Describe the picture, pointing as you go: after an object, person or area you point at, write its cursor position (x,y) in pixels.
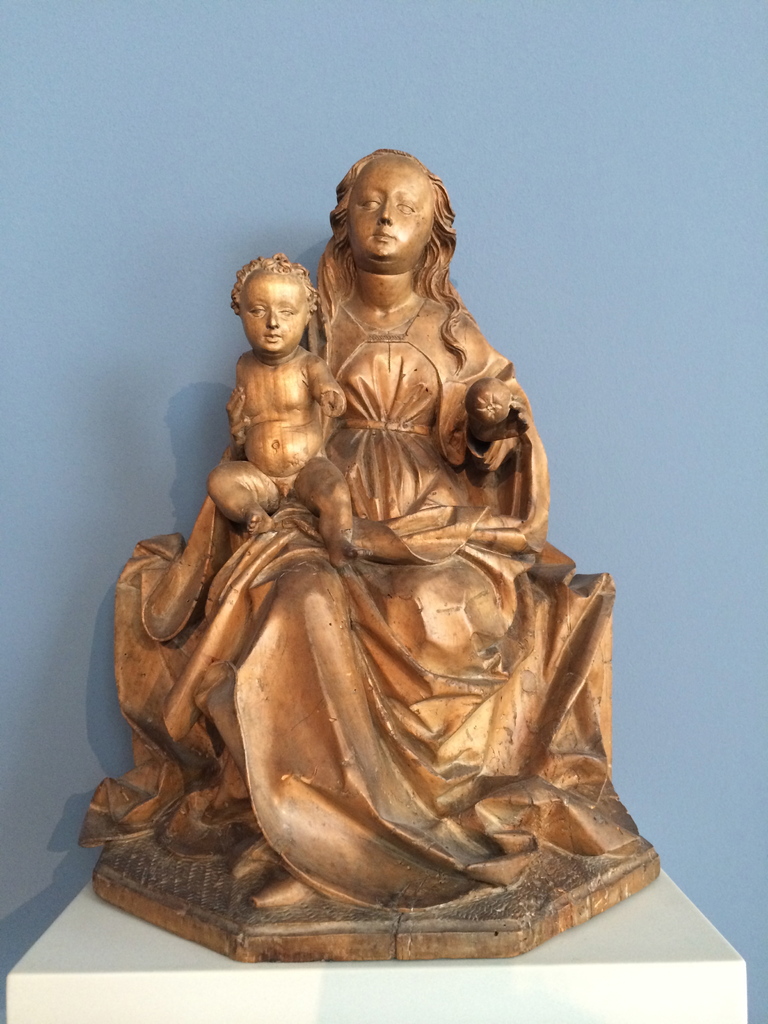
In the background (501,173) portion of the picture we can see the wall (582,249) in blue color. We can see the sculpture (557,685) of a woman (437,265) and a baby (293,412) placed on a pedestal (513,979) which is in white color.
